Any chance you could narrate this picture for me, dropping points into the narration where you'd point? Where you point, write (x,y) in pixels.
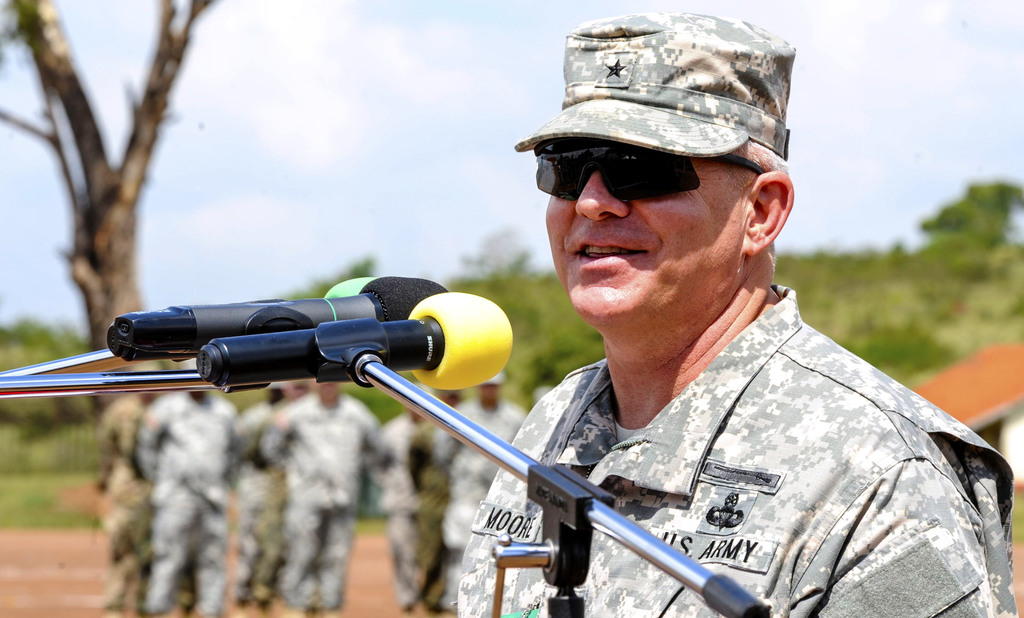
In this picture we can see group of people (312,424), on the right side of the image (732,324) we can see a man (644,342), he wore spectacles (611,174) and a cap (615,127), in front of him we can find microphones (310,316), in the background (1015,279) we can see few trees (841,282) and a house (981,375).
